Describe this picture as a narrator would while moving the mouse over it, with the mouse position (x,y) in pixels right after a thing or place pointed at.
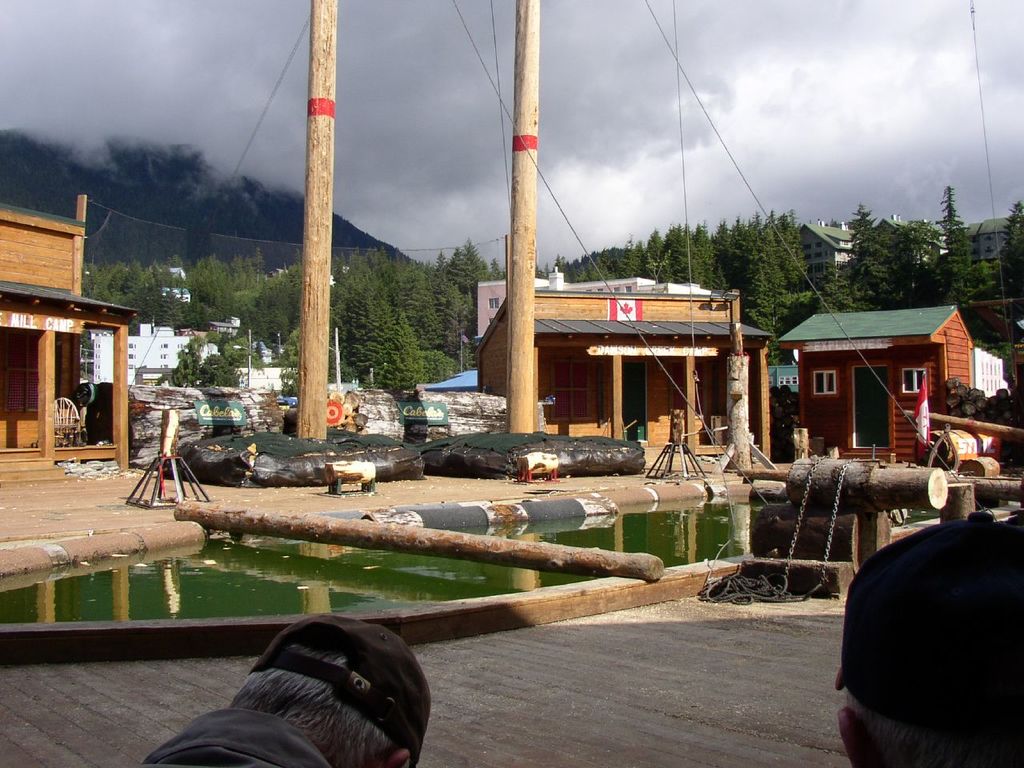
In the foreground of this picture (884,666), there are heads (858,706) of a person (861,684), water (653,538), a trunk (235,517) two poles (305,211) and houses (542,377). Mountain (176,190), trees (399,281) and the cloud (230,136) are in the background (194,194).
